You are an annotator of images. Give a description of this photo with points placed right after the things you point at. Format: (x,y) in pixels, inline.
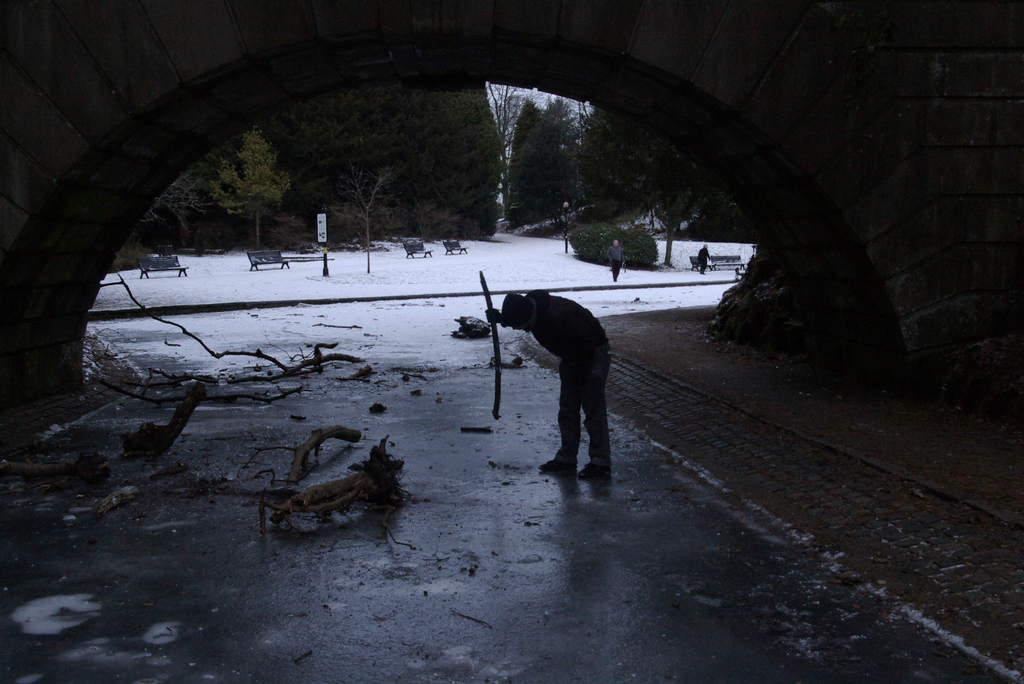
In this image I can see a person (584,365) holding something. Back I can see few benches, signboards (324,225), trees (416,181) and snow (509,289).
